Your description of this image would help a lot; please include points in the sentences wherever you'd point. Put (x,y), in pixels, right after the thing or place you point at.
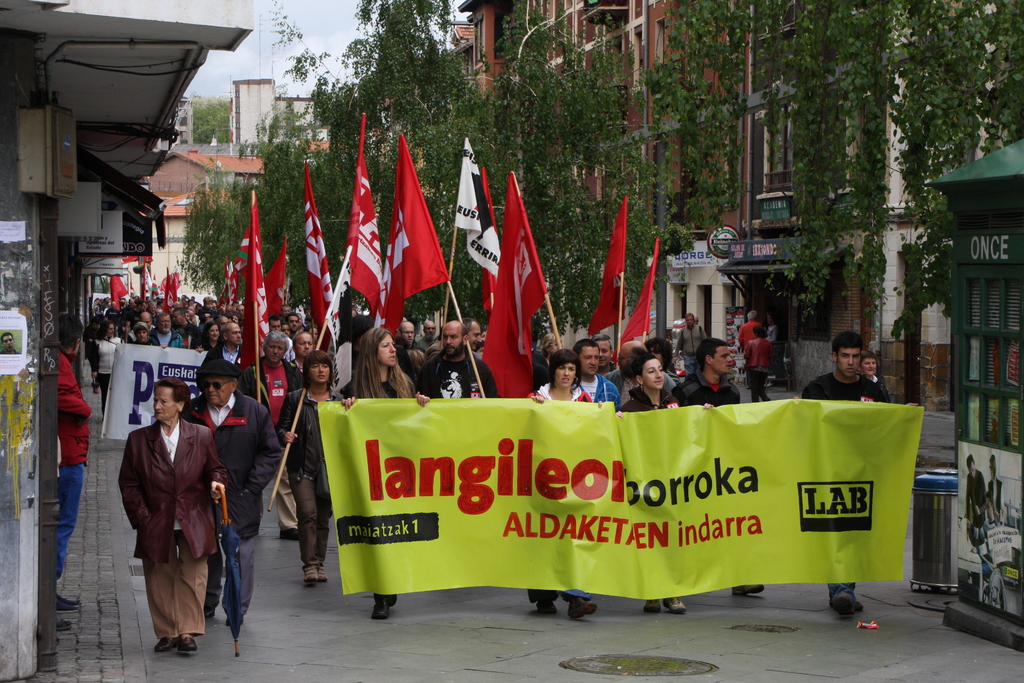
In this picture I can see group of people (655,390) holding flags (316,273) and banners (144,350), there are buildings (83,161), there are trees (283,29), and in the background (232,52) there is the sky (211,87).
